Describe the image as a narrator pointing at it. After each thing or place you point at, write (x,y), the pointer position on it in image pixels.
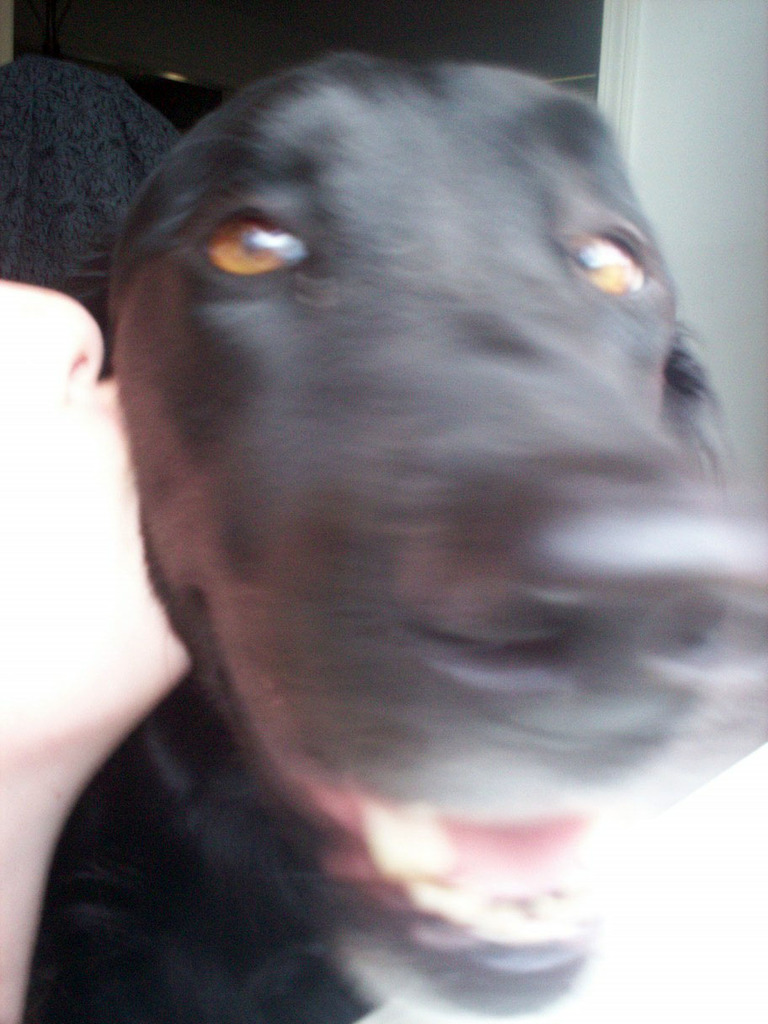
On the left side (20,715), there is a person (36,479) kissing a black color dog (289,412). This black color dog (324,649) has opened its mouth (444,944). In the background (705,49), there is a white wall (722,65).
